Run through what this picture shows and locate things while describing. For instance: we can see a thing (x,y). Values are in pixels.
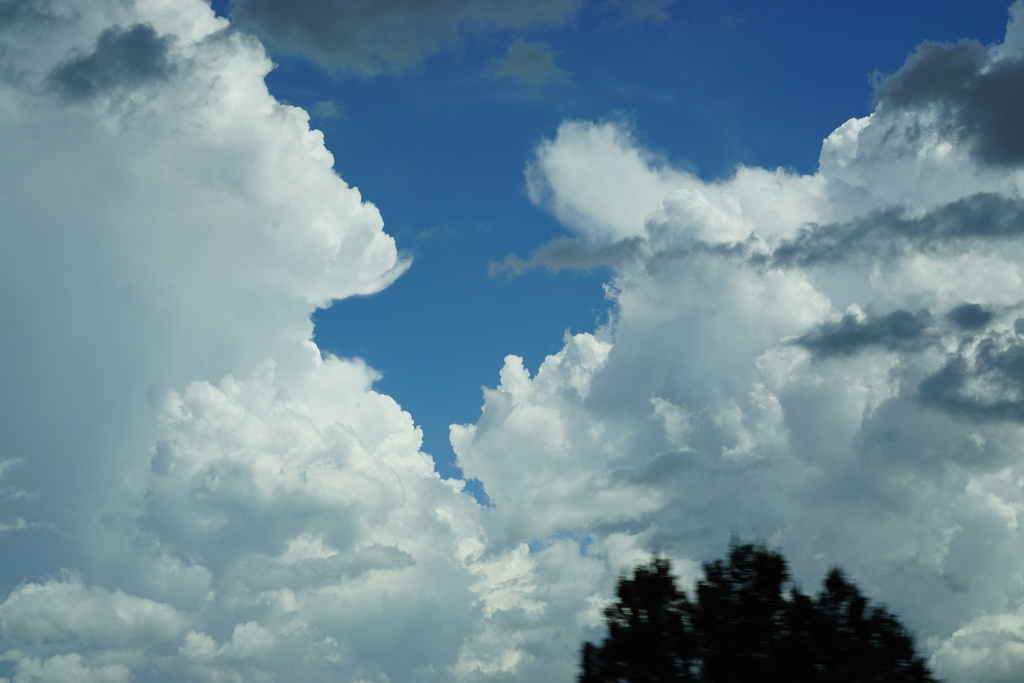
This picture shows a tree (784,654) and a blue cloudy sky (521,276).
